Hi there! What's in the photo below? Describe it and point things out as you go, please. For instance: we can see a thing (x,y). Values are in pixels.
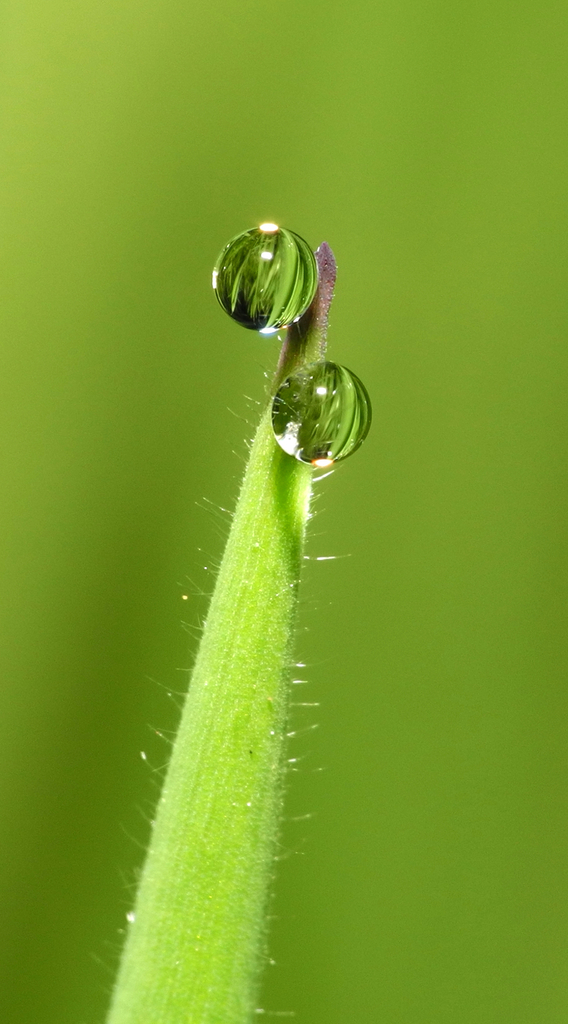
In the foreground of this image (313,395), there are water droplets (312,422) on a leaf (227,843) with green background (197,78).
